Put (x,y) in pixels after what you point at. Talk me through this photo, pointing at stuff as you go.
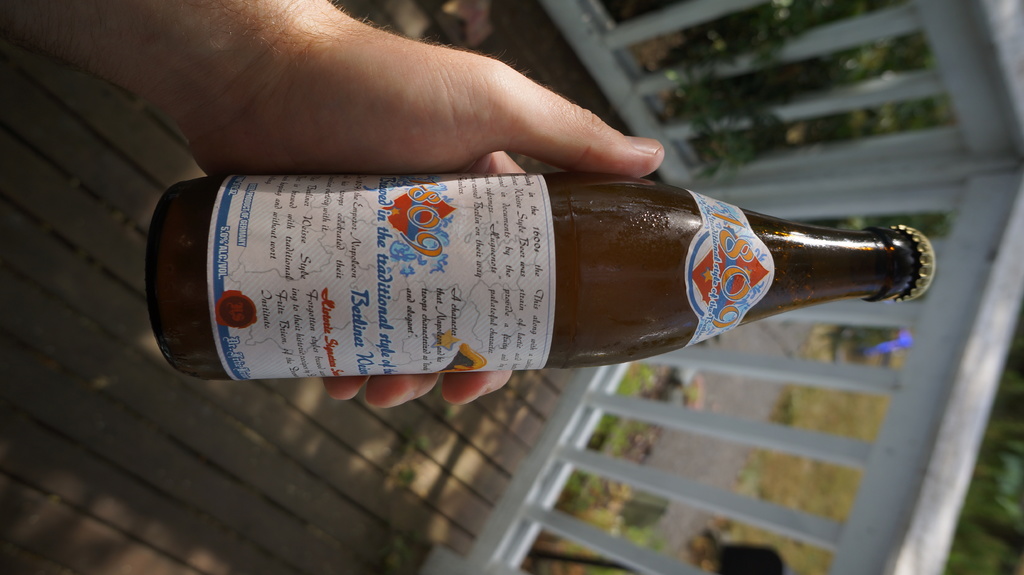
In the middle of the image (552,198) a person (466,135) holding a bottle (171,231). Top right side of the image (965,151) there is a fencing (1015,175). Through the fencing (866,36) we can see some trees (857,59). Bottom right side of the image (812,481) we can see some grass (791,486).
